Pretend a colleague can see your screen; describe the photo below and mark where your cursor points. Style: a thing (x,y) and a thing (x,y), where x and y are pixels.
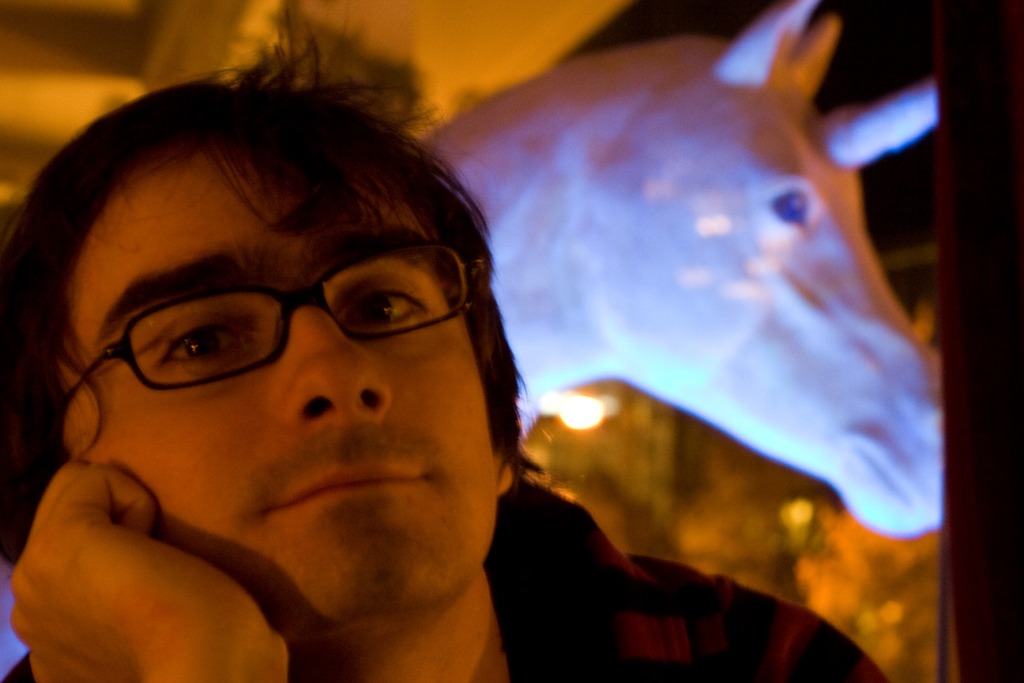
In this image we can see a man (421,506). He is wearing a shirt (628,655) and here we can see the spectacles (300,289). In the background (726,319), we can see the statue of a horse (740,250).
